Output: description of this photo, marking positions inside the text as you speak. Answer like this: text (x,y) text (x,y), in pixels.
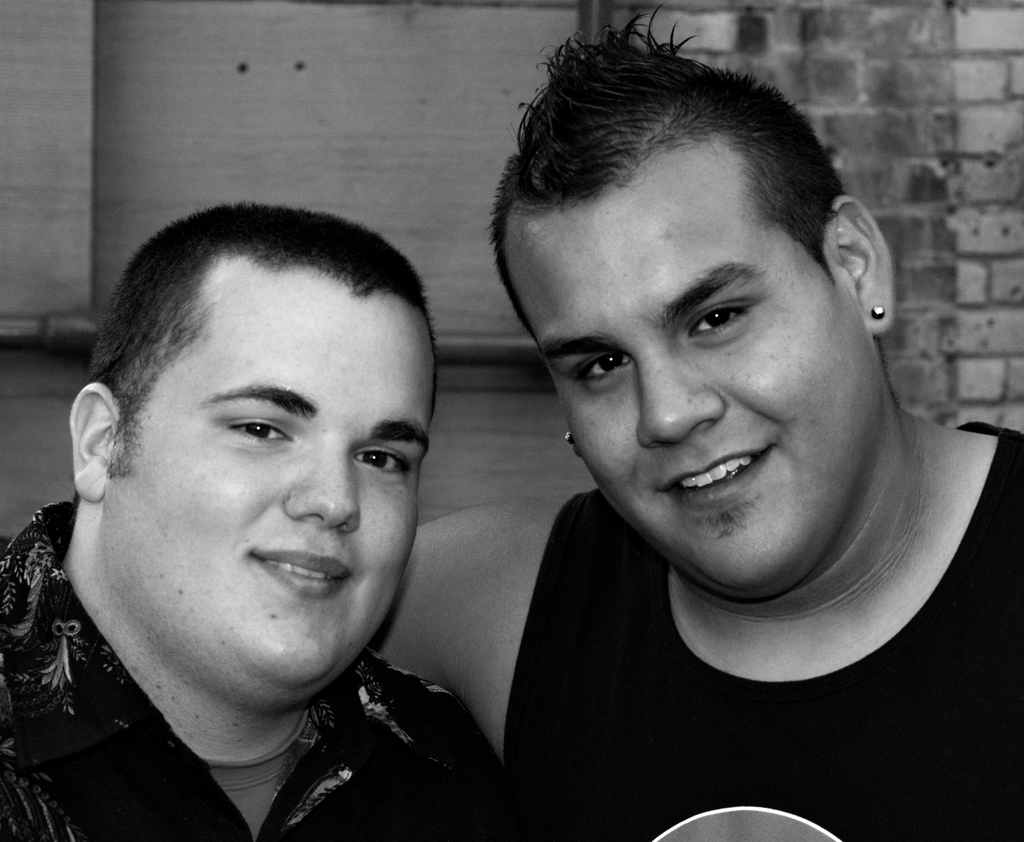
In this image we can see the black and white image of men (564,288). In the background (475,482) there are walls (947,122).
